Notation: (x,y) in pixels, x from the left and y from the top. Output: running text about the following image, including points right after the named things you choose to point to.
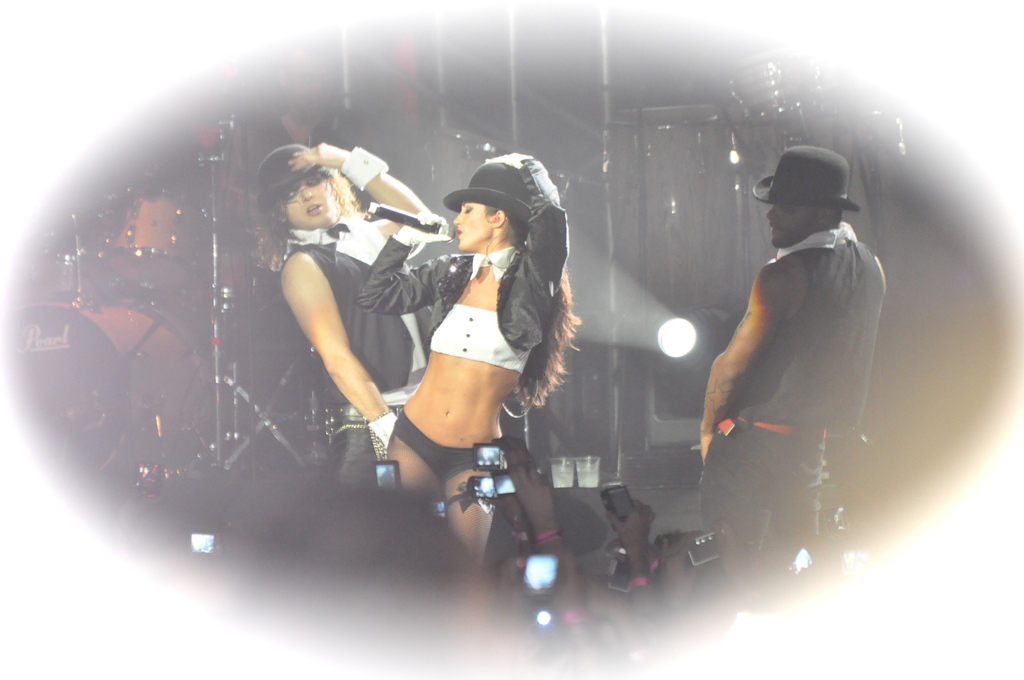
This is an edited image. Here I can see a woman (440,421) standing and holding a mike (450,232) in the hand (425,233) and singing. At the back of her I can see two persons (349,374) are standing. It seems like there are dancing. At the bottom of the image (473,579) I can see few people (428,590) are holding mobiles (492,483) and cameras (491,468) in their hands (521,557) and capturing the pictures of these people (341,326). In the background (173,334), I can see the drum set (167,374) and a light (675,336).
